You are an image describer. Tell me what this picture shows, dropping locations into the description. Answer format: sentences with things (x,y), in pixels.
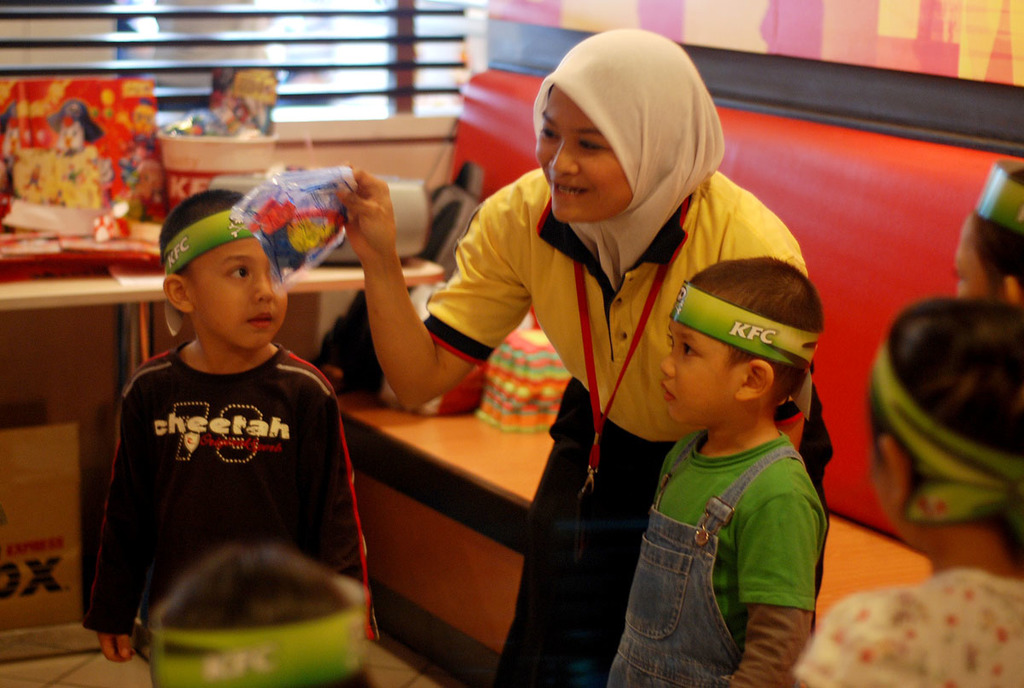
In this image there are children (934,550), a person (563,313), table (57,298), window (225,29), cardboard box (65,443) and objects (231,172).
